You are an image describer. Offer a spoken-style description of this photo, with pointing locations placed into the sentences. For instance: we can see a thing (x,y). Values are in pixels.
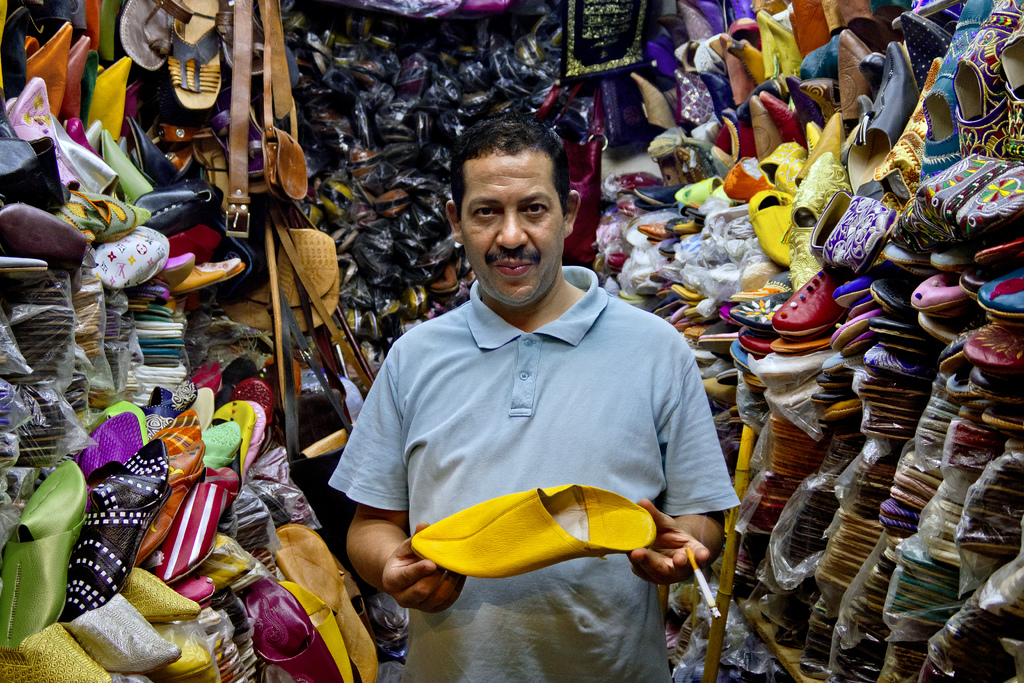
In this picture we can see a man (479,373) and he is holding a shoe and in the background (8,535) we can see shoes (26,515), bags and a stick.
